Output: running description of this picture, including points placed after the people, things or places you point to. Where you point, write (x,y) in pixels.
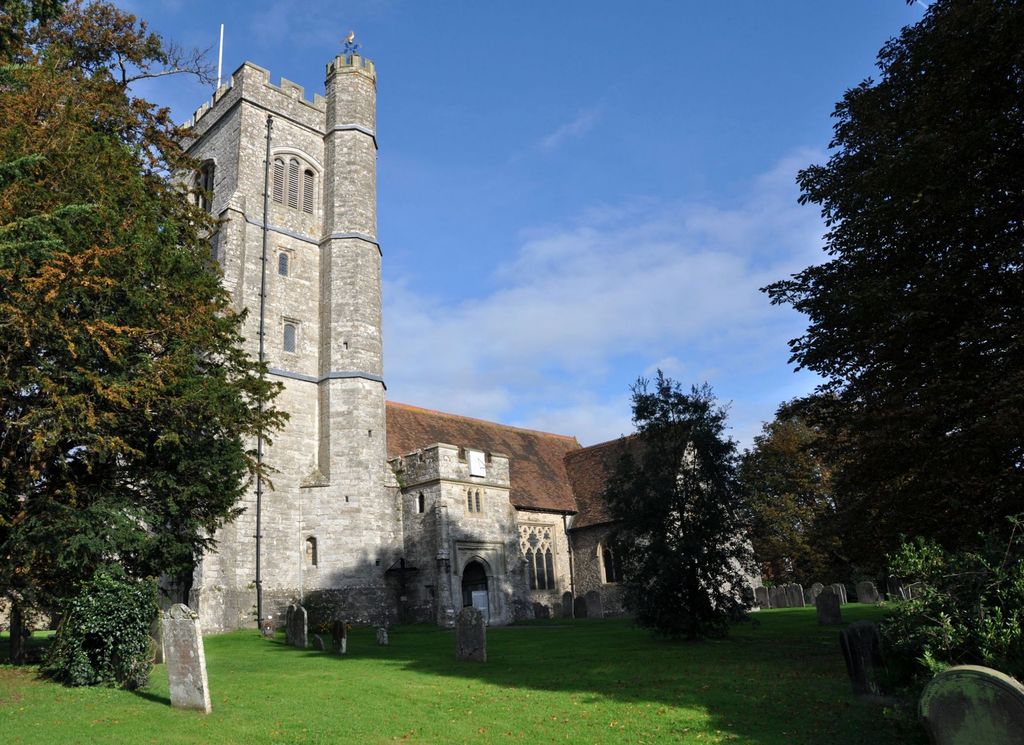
In this picture there are headstones (468,653) on the grassland (425,659) at the bottom side of the image (570,682) and there are trees (881,322) on the right (881,322) and left side of the image (13,106) and there is a church (325,396) in the center of the image (343,483).
